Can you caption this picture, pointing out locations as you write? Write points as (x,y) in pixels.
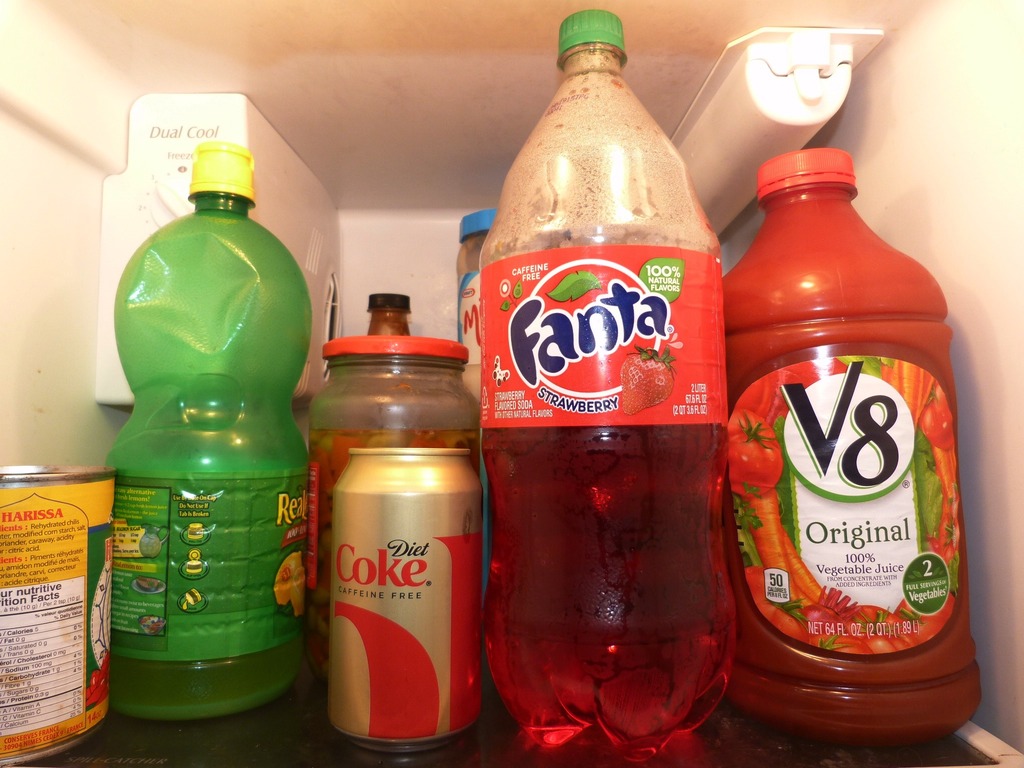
This picture shows few bottles (264,479) and a tin (473,508) in the refrigerator (65,7).
